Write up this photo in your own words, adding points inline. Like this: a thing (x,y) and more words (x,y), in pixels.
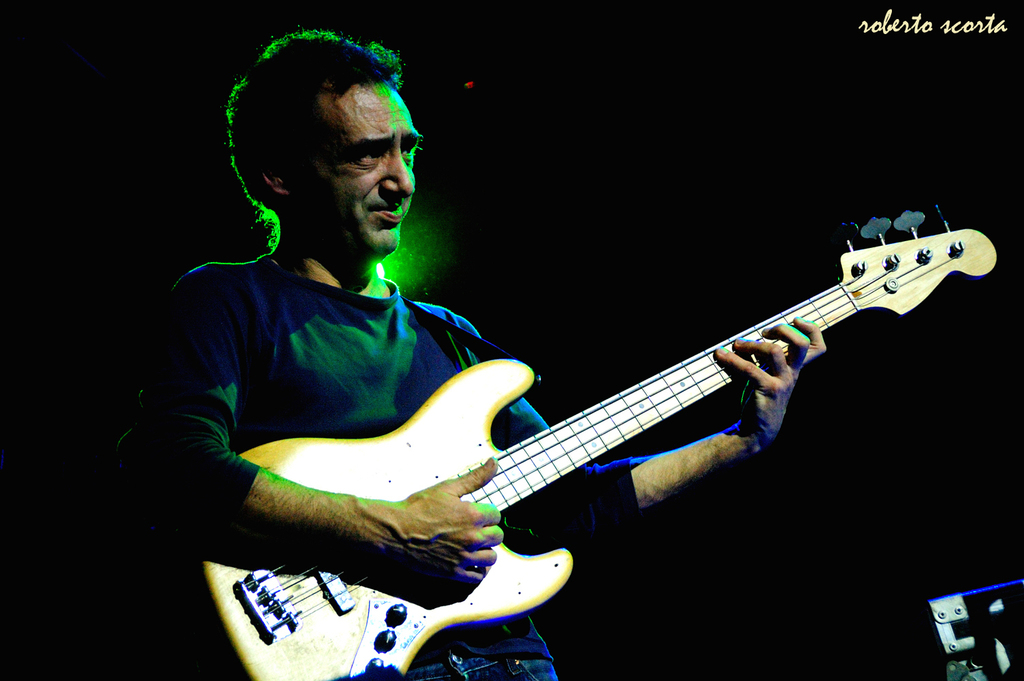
The man (215,362) in black T-shirt (283,367) is holding a guitar (413,468) in his hands (382,507) and he is playing it. Behind him, we see a green color light (376,269). In the background (465,229), it is black in color. This picture might be clicked in a musical concert.
